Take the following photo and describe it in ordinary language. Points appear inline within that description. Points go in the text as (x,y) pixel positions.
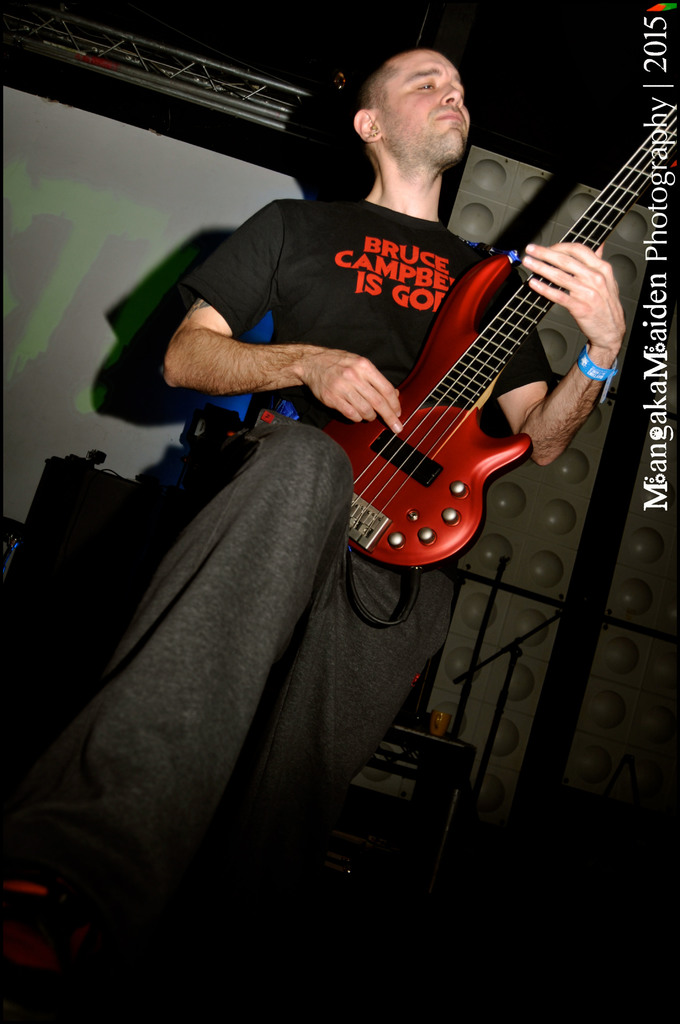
This is an image clicked in the dark. Here I can see a man (224,676) wearing black color t-shirt (336,347) and playing the guitar (427,451) by looking at the right side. The guitar (464,367) is in red color. In the background (78,370) there is a screen (54,247) and some metal rods (217,89).
